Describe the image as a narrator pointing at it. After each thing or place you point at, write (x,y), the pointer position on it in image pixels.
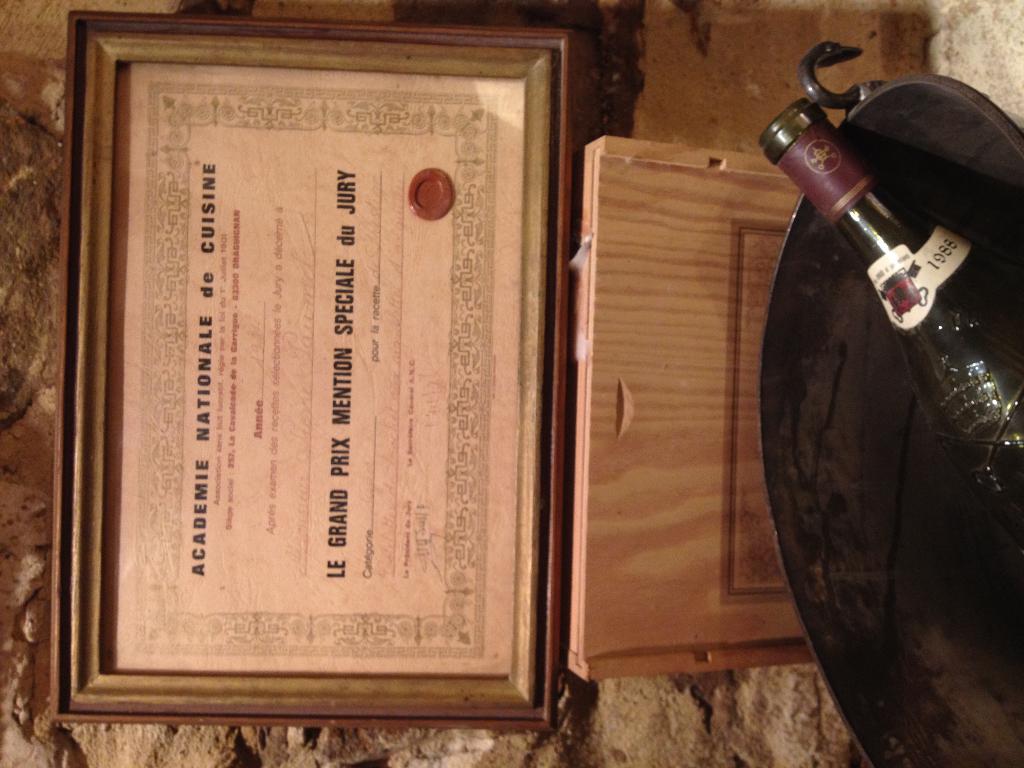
In this picture we can see frame (158,240) and in frame (382,382) there is certificate (427,556) and aside to that there is a bottle (908,325) placed in the bucket (894,552) and here we can see some rock wall (382,736).
